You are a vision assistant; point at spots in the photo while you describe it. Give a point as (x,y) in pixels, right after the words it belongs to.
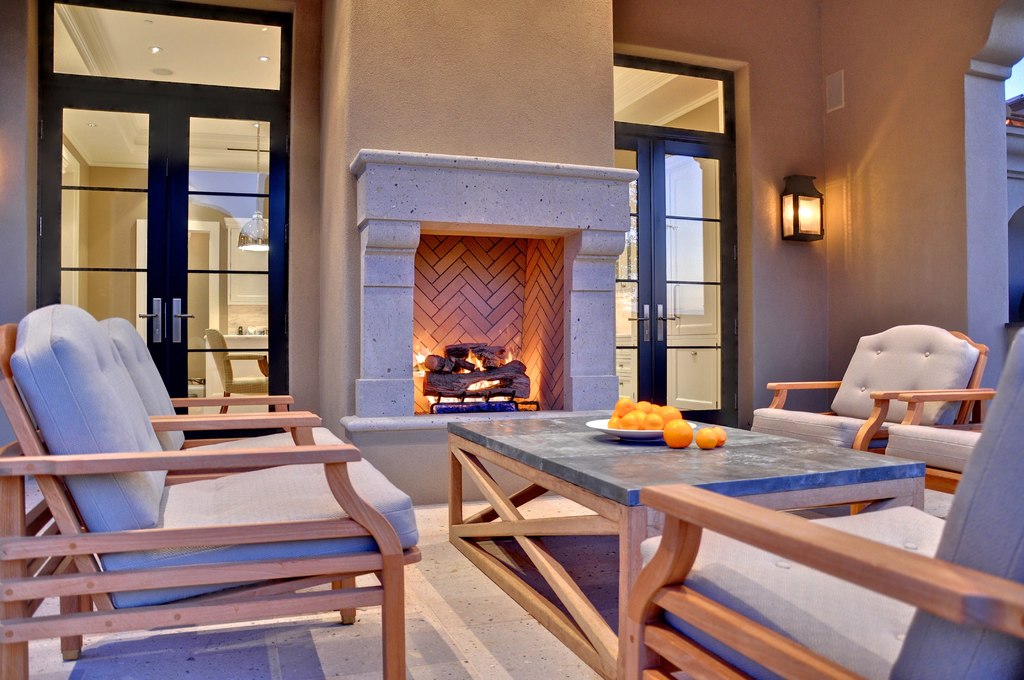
In this image there are empty chairs (672,582) and table (606,448), on top of the table (620,445) there are fruits (618,420) on a plate (627,434), in front of the table (500,458) there is wood (474,375) in the fireplace (454,340), beside the fireplace (445,343) there are two glass doors (152,262) connecting to another room (703,258), beside the door (656,248) there is a lamp (803,211), in the other room (265,311) there are chairs (238,380) and wardrobes (261,289).
